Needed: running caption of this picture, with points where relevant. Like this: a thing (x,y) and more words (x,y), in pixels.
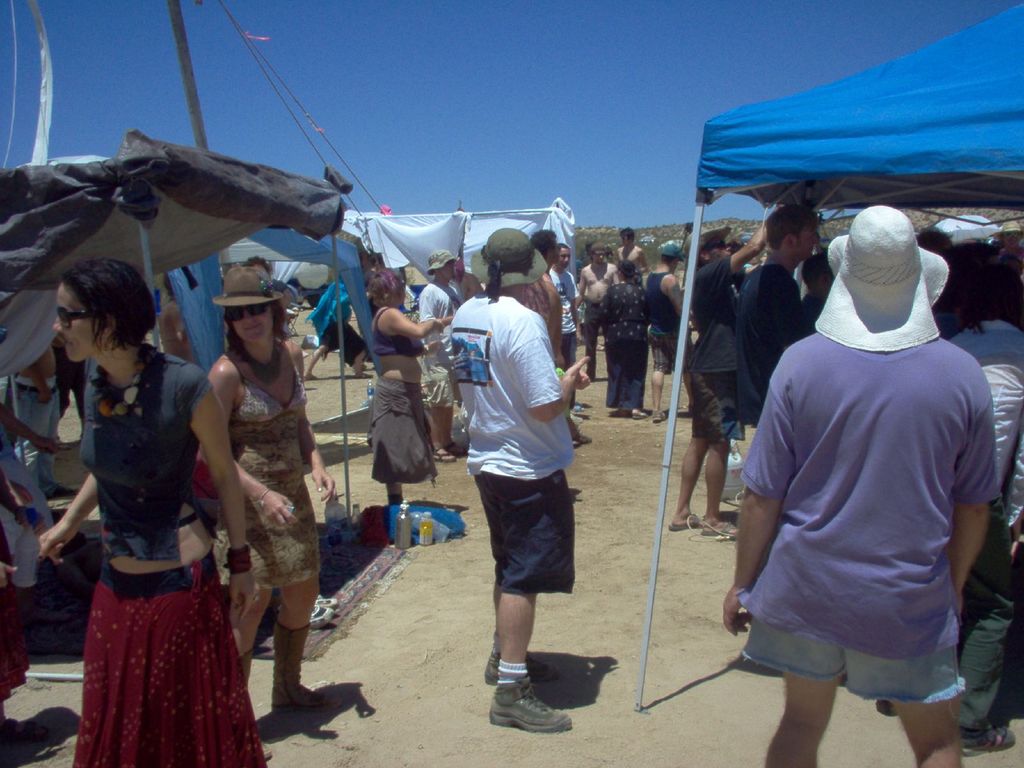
This picture is clicked outside. In the center (658,360) we can see the group of people (497,356) standing on the ground (544,659) and there are some objects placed on the ground (601,407) and we can see the tents (846,112) of different colors. In the background (254,84) there is a sky (515,207) and the some other objects (656,237).
